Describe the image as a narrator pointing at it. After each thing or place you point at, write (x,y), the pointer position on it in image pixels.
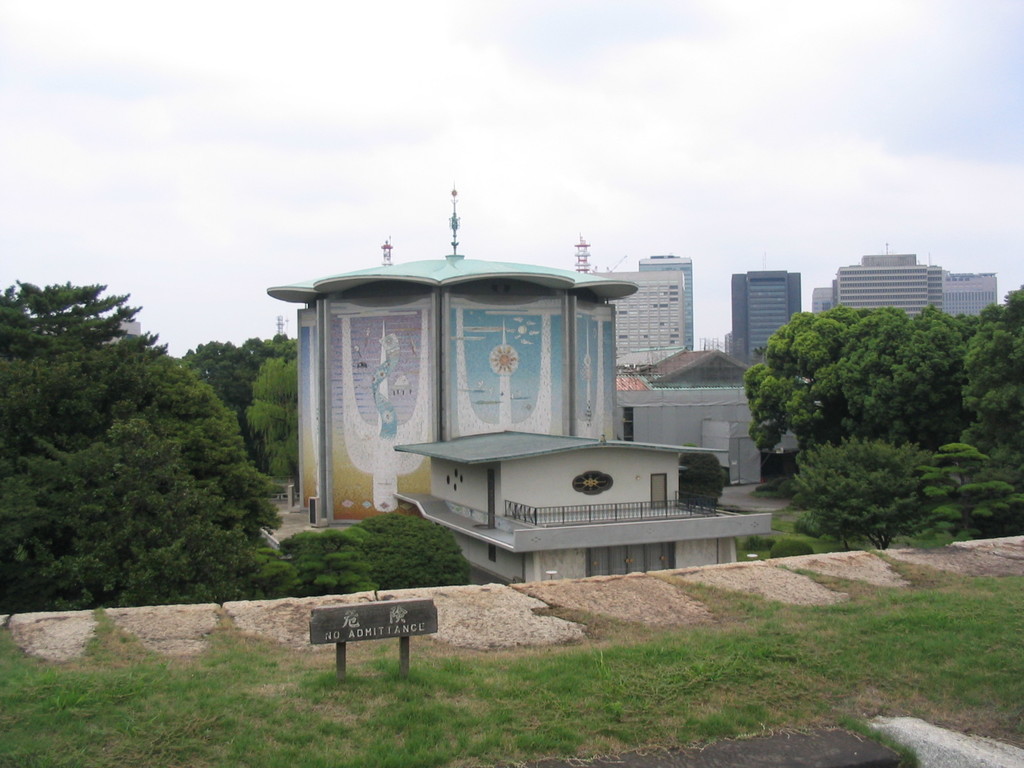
At the bottom of the image (509,709) on the ground (746,594) there is grass (860,632) and also there is a board (359,618) and rocks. Behind that there are buildings (583,519) and trees (67,445). At the top of the image (555,142) there is sky (353,245).
